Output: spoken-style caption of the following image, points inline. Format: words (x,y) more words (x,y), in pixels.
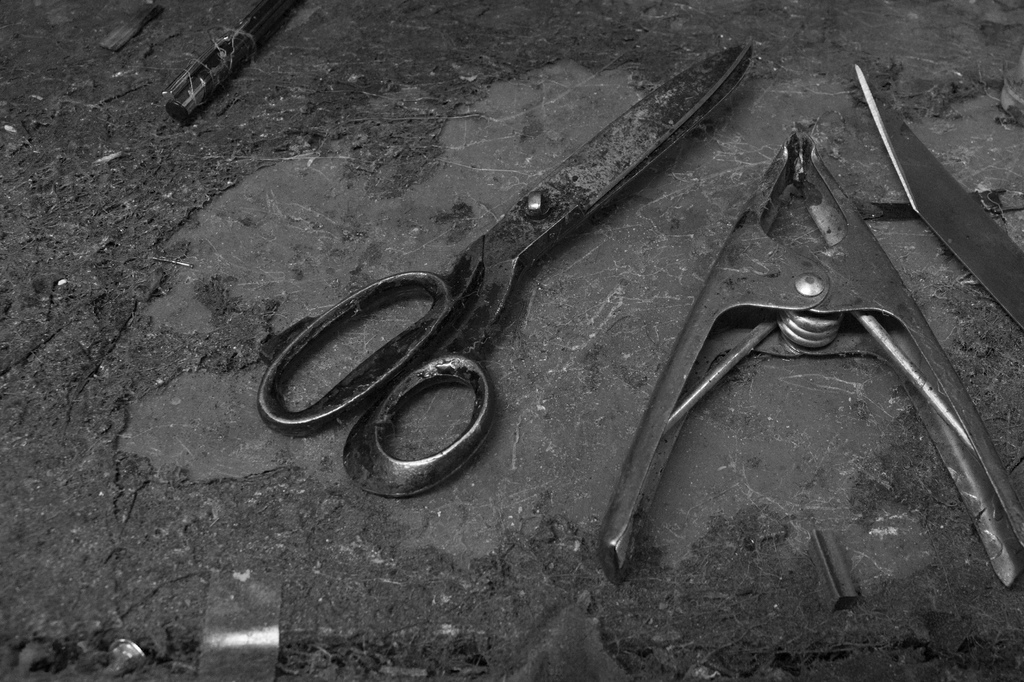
In this picture we can see holder (722,274), knife (982,266), pen (211,56) and other objects (714,89). At the bottom (229,651) we can see the nails (130,653), steel chips (240,626) and other materials (243,650).
